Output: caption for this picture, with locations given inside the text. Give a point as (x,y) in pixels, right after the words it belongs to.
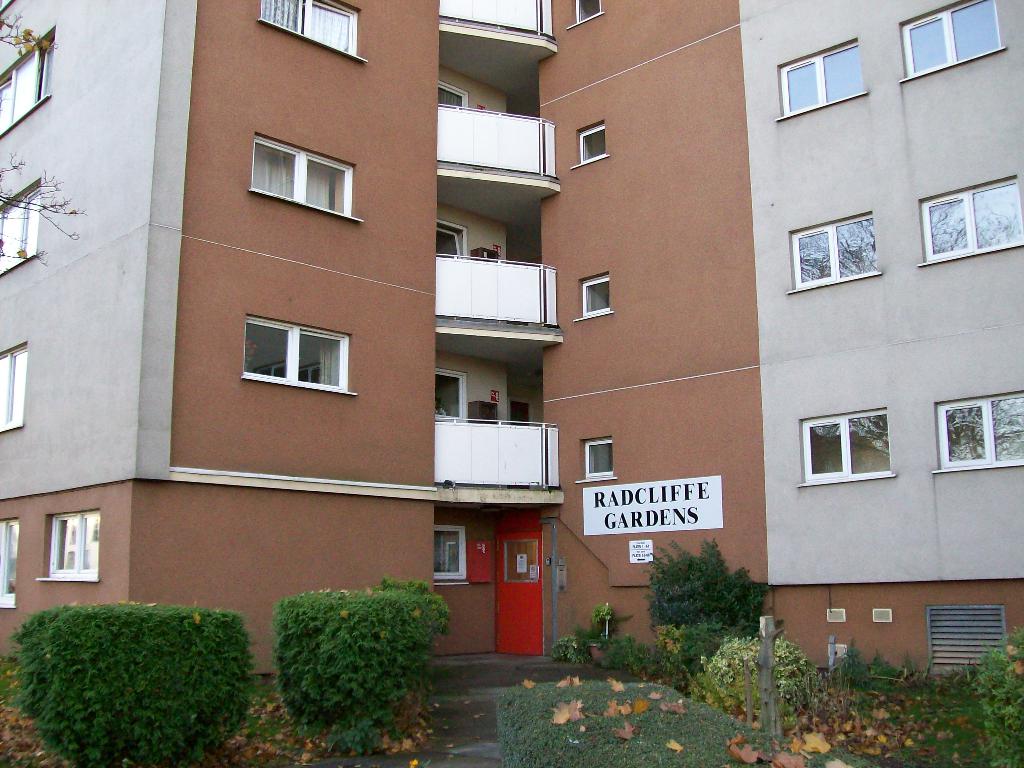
In this image I can see the plants (586,689). In the background (234,550), I can see the building (447,320) with the windows (11,98). I can also see some text (644,502) written on wall (639,423).
